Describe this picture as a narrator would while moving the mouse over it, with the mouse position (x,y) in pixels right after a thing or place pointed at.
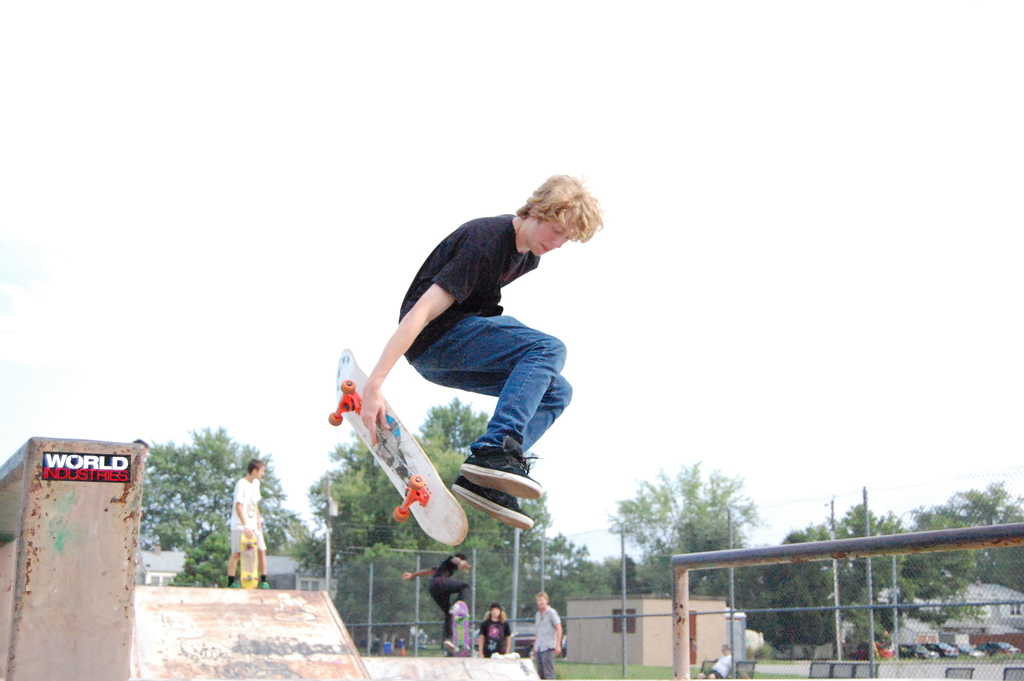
In this picture there is a boy (492,268) wearing black color t-shirt (484,313) and blue jeans (525,398) is jumping in the air with skating board (433,498). Behind there is a fencing pipe (805,546) and grills (365,628) and a boy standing on the skating ramp (293,633). In the background (365,542) we can see some cars (886,657) and trees (893,638).
